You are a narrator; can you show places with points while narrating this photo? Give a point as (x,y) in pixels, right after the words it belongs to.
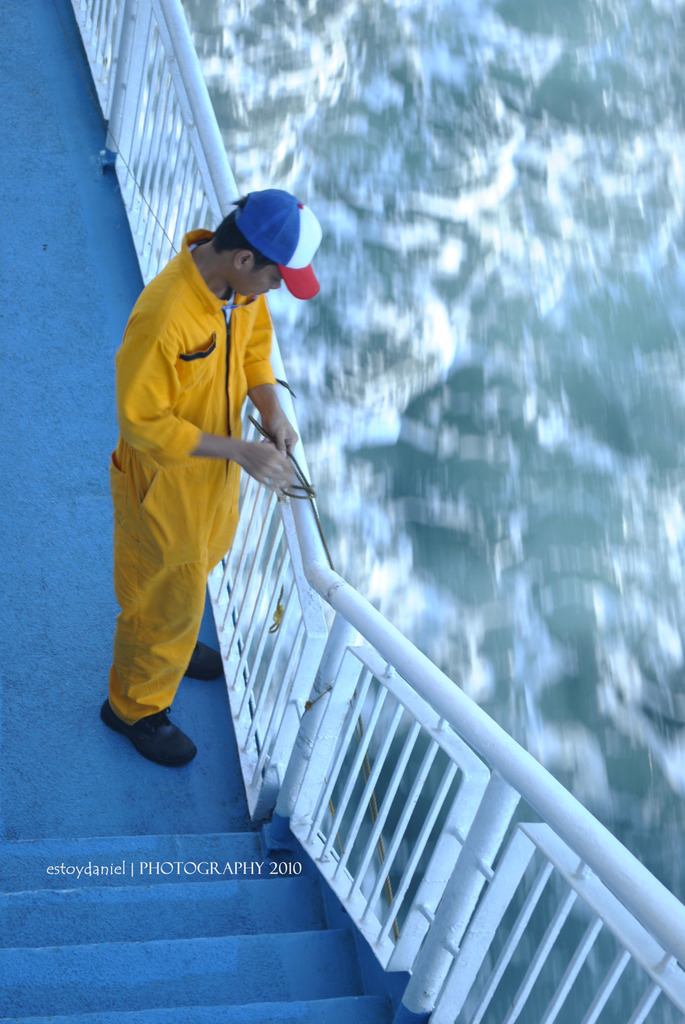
In the center of the image (275,465) there is a person (119,568) wearing yellow color uniform (239,316) and a cap (244,214). There is a staircase (140,844). There is a staircase railing (107,49). To the right side of the image (518,251) there is water (490,510).
